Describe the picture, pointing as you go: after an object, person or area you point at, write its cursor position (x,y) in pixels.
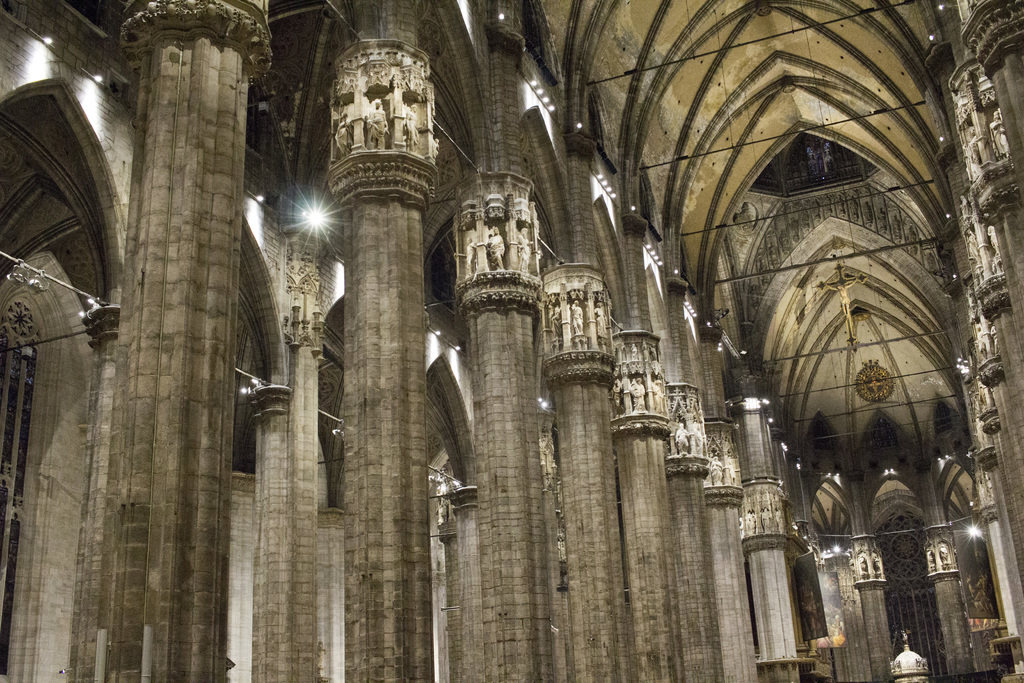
This is the inside picture of a church (654,377). In this image we can see pillars (397,384) on both right (1015,428) and left side (297,548) and we can also see lights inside the church (682,371).
